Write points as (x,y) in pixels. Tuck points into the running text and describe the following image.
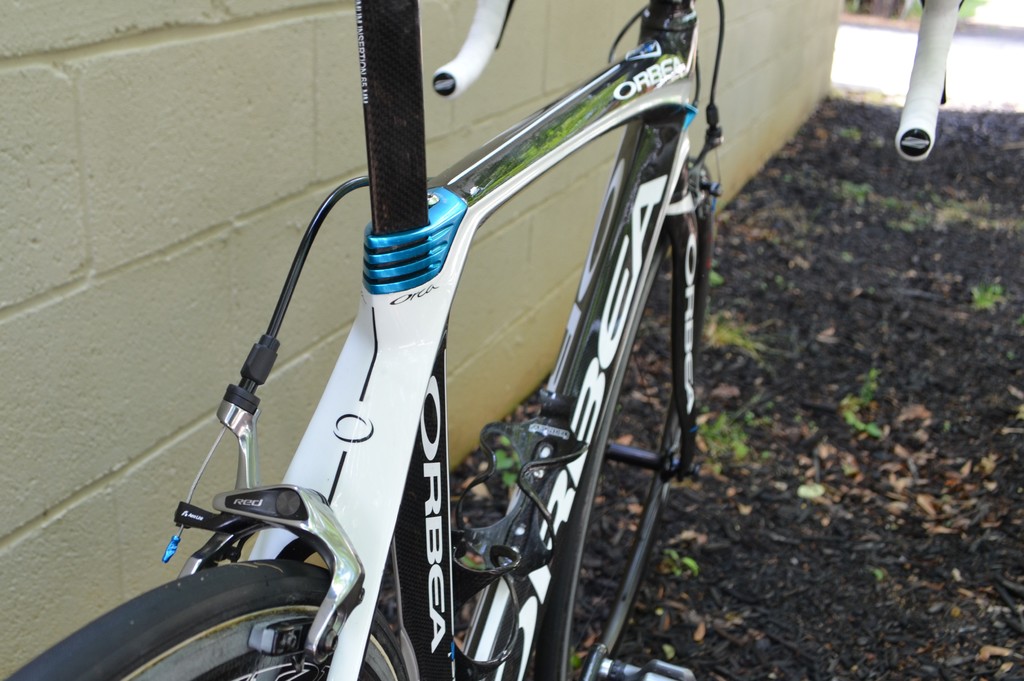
In this picture I can see there is a wall (306,51) on to left (304,104) and there is black soil (720,608) on the floor (781,421) and there is a bicycle (404,671) here and it has a frame (390,429), handle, pedals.
